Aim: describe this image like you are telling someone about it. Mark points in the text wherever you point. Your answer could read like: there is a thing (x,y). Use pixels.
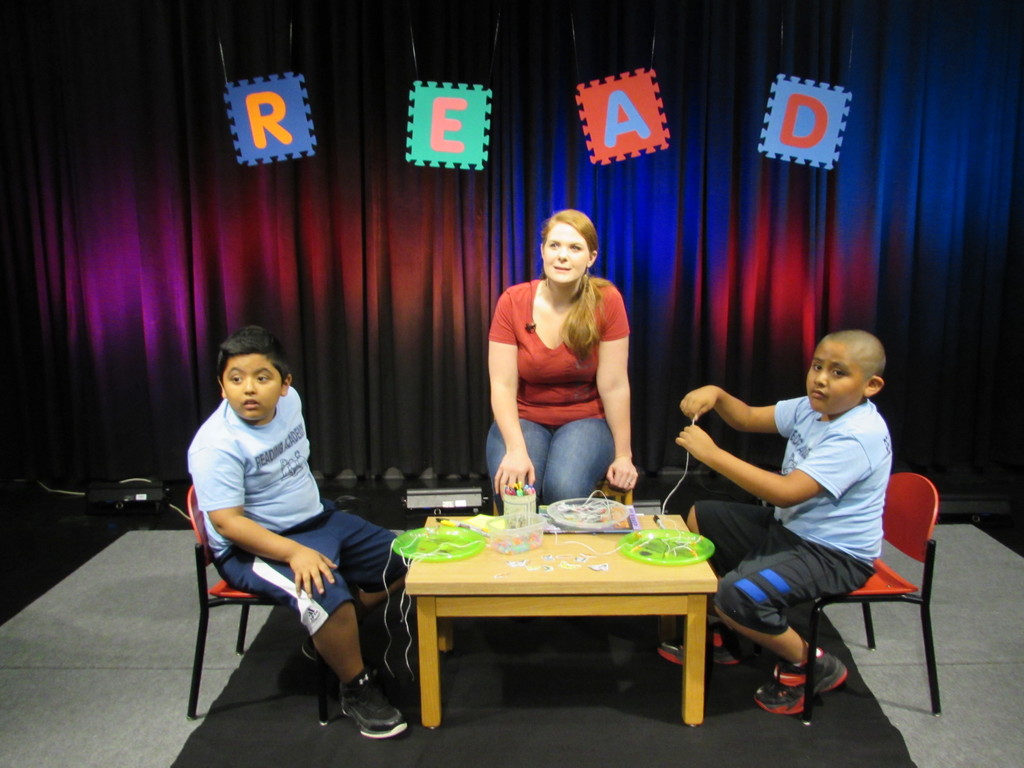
In this image, in the middle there is a black color cloth (474,740) and there is a table (523,610) which is in yellow color and there are some kids (328,589) sitting beside the table (469,577) and in the middle (556,474) there is a woman (560,390) sitting on the chair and in the background (758,288) there is a black color cloth (446,242).
